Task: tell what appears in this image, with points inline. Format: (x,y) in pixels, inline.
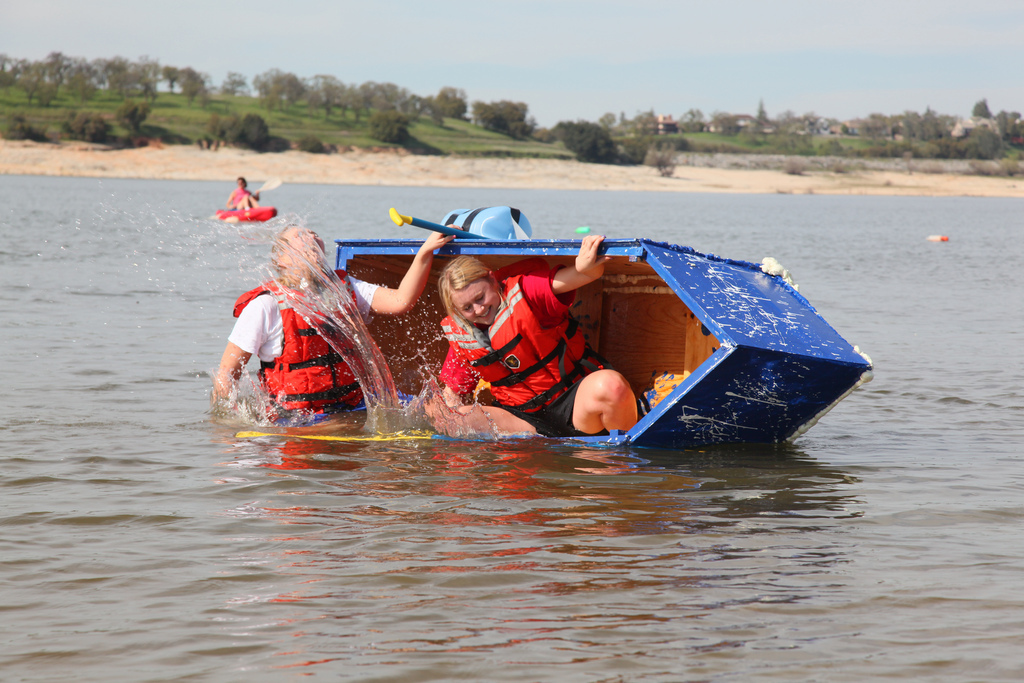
In the center of the image (570,397) we can see two people (575,361) are in the water (258,378) with a tipped boat (666,346) and wearing the jackets (535,329). In the background of the image (1017,165) we can see the trees (523,135), grass (508,137), buildings (982,125), soil (232,176), water (428,192) and a person (240,196) is sitting in a boat (270,215) and holding a stick (267,189). At the top of the image (493,87) we can see the sky (668,89).
